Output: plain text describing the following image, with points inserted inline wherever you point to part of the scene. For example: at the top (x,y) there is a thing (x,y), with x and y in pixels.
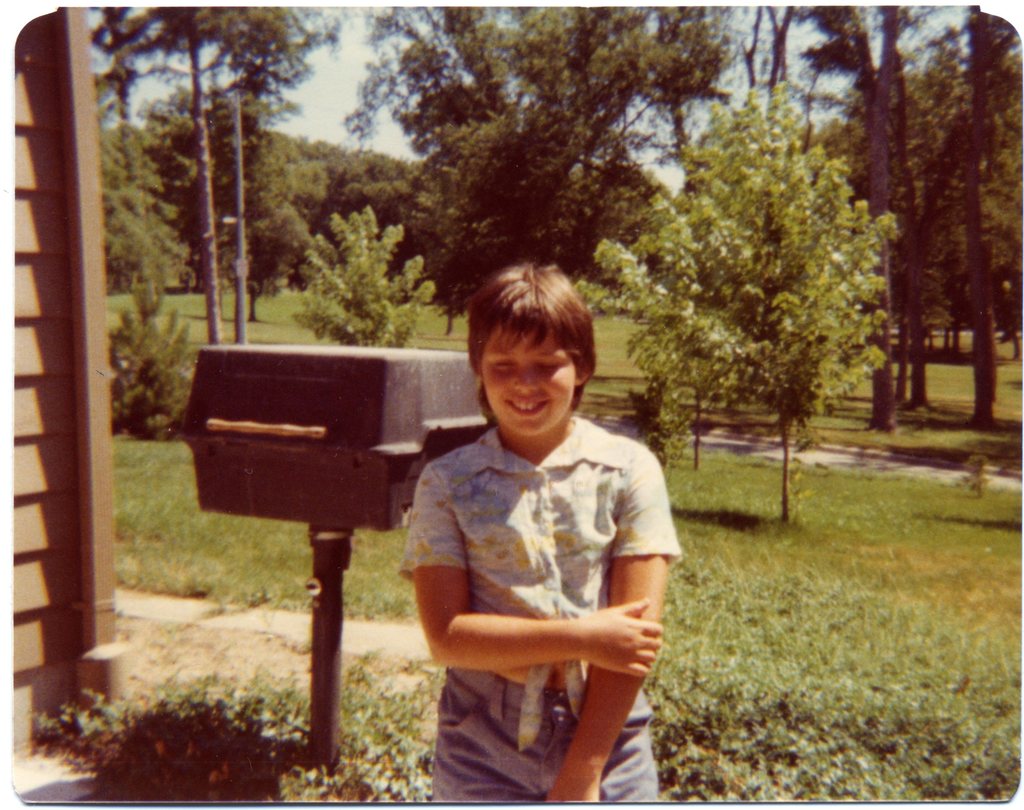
In this picture we can see a person (565,536) standing and smiling here, at the bottom (888,564) there is grass (912,537), we can see some trees (561,169) in the background (839,137), there is the sky (349,65) at the top of the picture (347,58).
